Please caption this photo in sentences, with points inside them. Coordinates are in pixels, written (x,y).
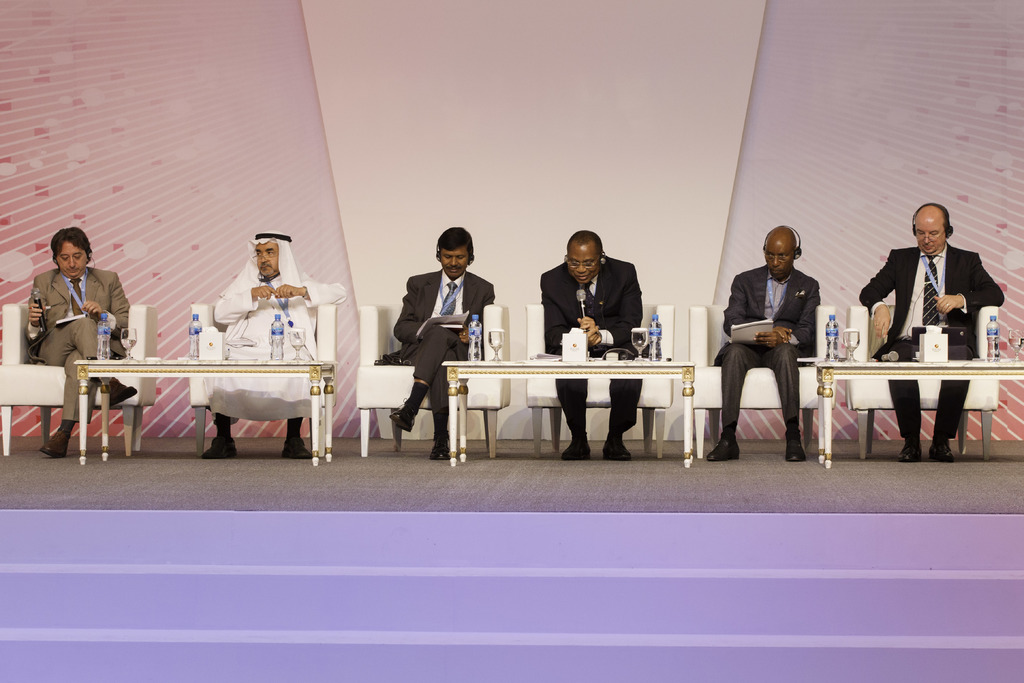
In this image I can see six people (616,333) are sitting on the chairs (925,393). These people (751,357) are wearing the blazers (879,303). And one person (241,301) is wearing the white dress (249,353). In front of them there are bottles (659,333), glasses (644,342). Some people (806,313) are wearing the headsets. In the back (581,98) there is a white wall (639,87) with some paint (167,171) on it.
